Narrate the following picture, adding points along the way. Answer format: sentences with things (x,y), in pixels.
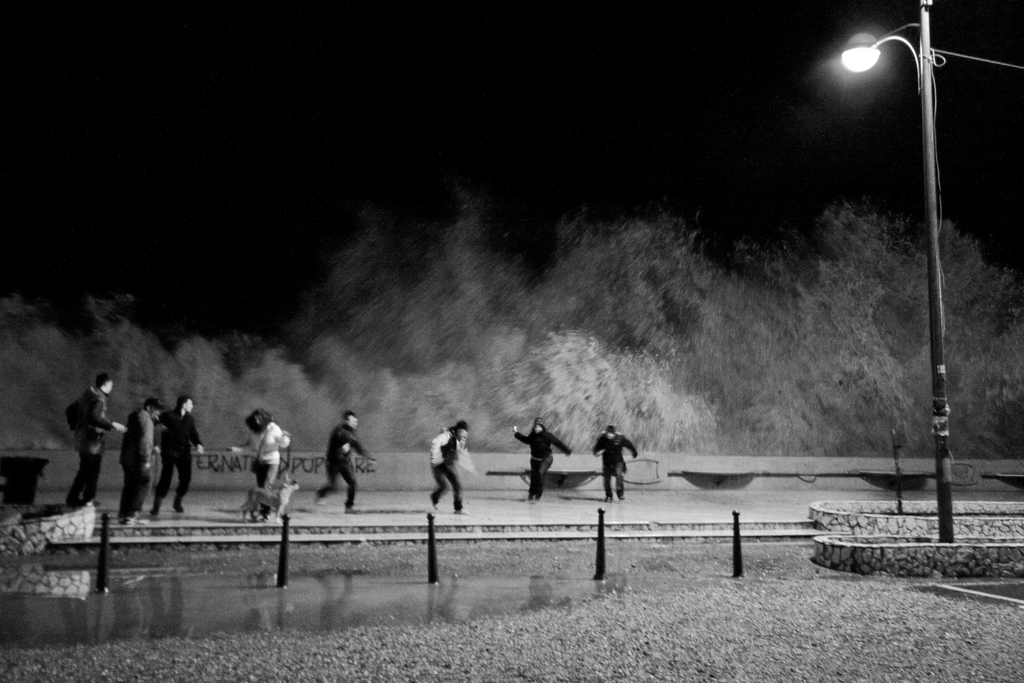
As we can see in the image there are few people (168,485) and a wave (292,434). There is water (464,407) and on the right side (869,60) there is a street lamp (858,39). At the top (469,63) there is sky (616,68) and the image is little dark.
